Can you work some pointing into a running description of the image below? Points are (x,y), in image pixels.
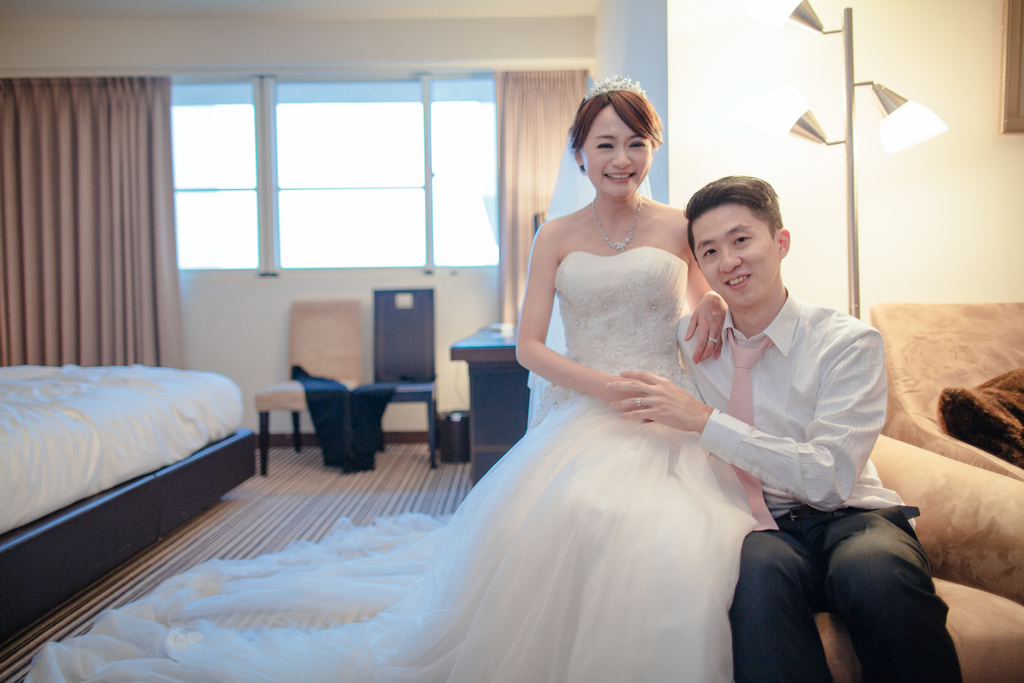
In the given image we can see a women (650,360) and a man (718,394) sitting next to each other. back of them there is a sofa (934,315) and a light lamp (848,91). There is even a window (375,172), chair (350,380) and bed (46,442).
